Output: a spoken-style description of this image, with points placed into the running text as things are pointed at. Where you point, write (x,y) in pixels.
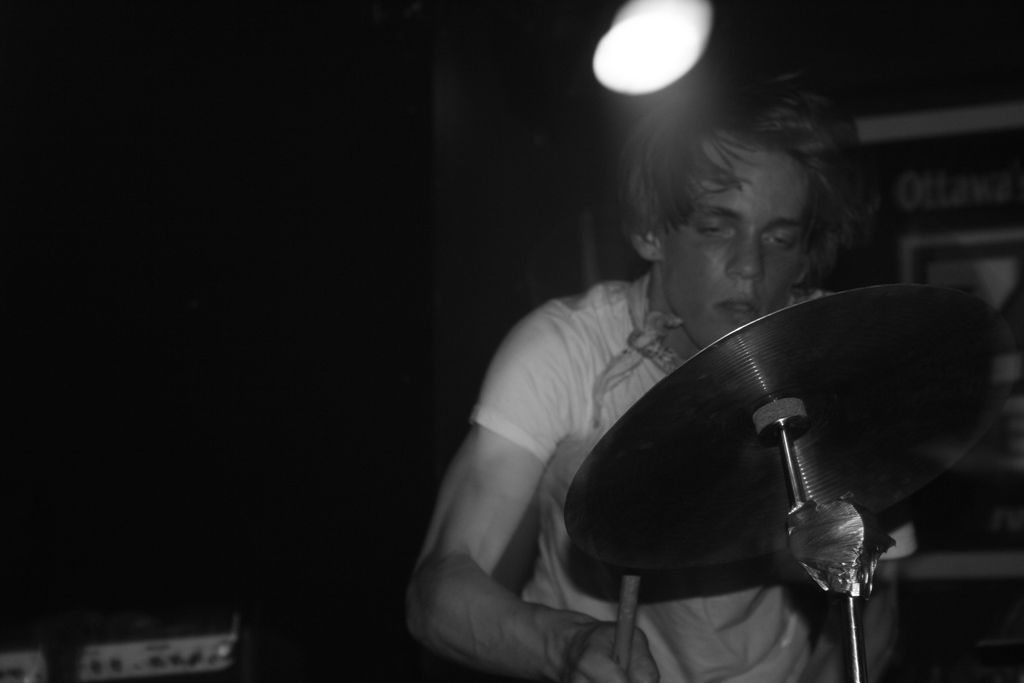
In this picture we can observe a man (537,449) wearing a T shirt (571,426). In front of him we can observe drums (719,511). In the background (630,66) we can observe light (652,75). The background (405,313) is dark. This is a black and white image.
